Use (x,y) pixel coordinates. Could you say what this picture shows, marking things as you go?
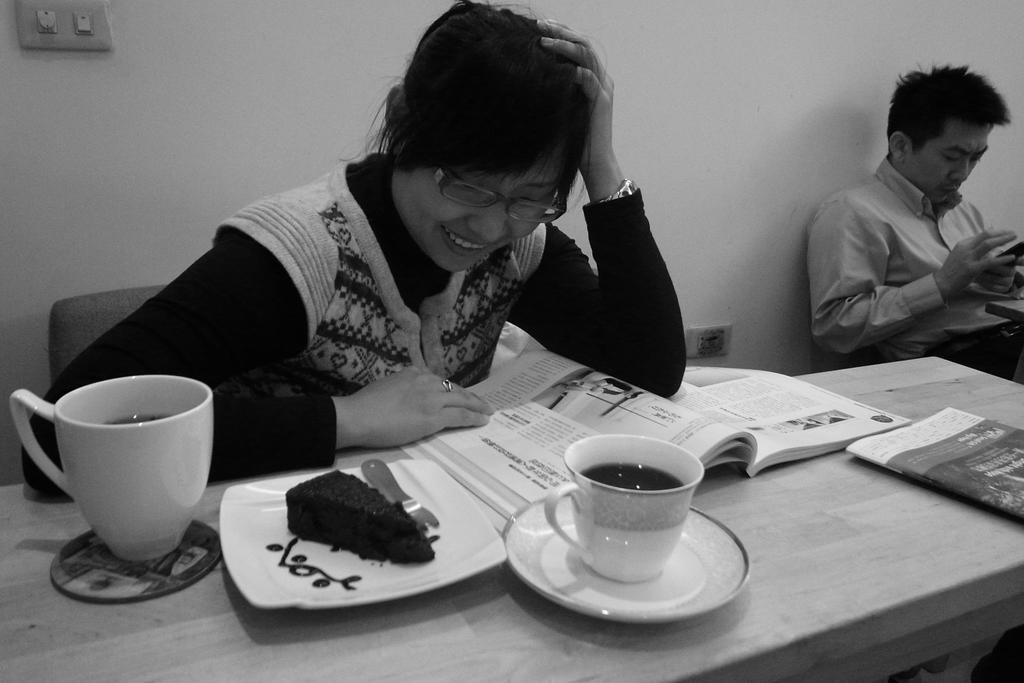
In this image we see a woman (329,267) is sitting on the chair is looking at the book (551,408) in front of her. There are cups (185,467), saucer (568,575), plate (461,548) with cake (367,545), fork (419,512) and books (861,431) on the table (921,401). In the background (849,240) there is a man (874,237) sitting.
